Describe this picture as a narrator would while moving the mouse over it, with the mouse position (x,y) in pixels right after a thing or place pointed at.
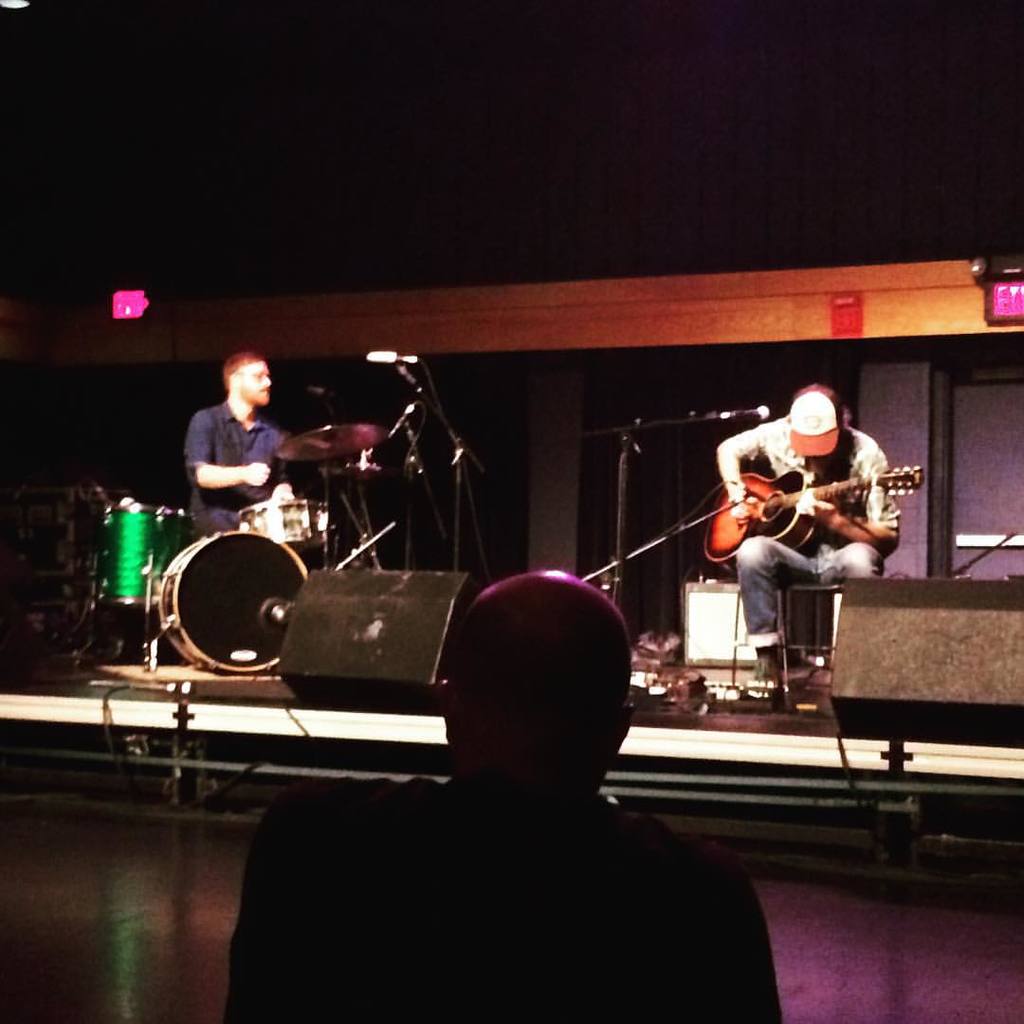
This image is clicked in a concert. There are three men (284,968) in this image. On the dais (289,685) there are two men (801,500) performing music. To the right (803,513), the man (818,568) is playing guitar (794,509). To the left (206,440), the man (223,458) is playing drums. In the background (640,278), there is a wall (903,277).
